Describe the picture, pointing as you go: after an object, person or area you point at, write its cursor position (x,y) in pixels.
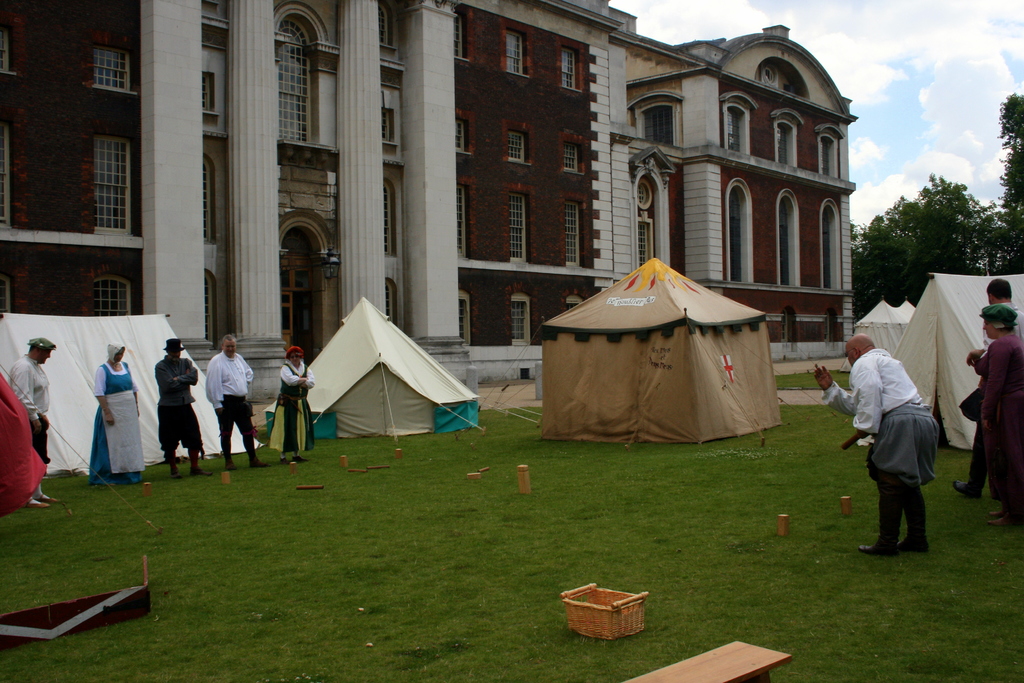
On the ground (377,559) there is grass (389,549). Also there is basket (596,585) and bench (727,658) on the ground (597,528). And there are few people (118,419). There are tents (883,336). In the back (273,167) there is a building (278,93) with windows (291,86), pillars (266,100) and arches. On the right side (899,71) there is a sky (885,77) with clouds (928,52) and trees (967,235).
